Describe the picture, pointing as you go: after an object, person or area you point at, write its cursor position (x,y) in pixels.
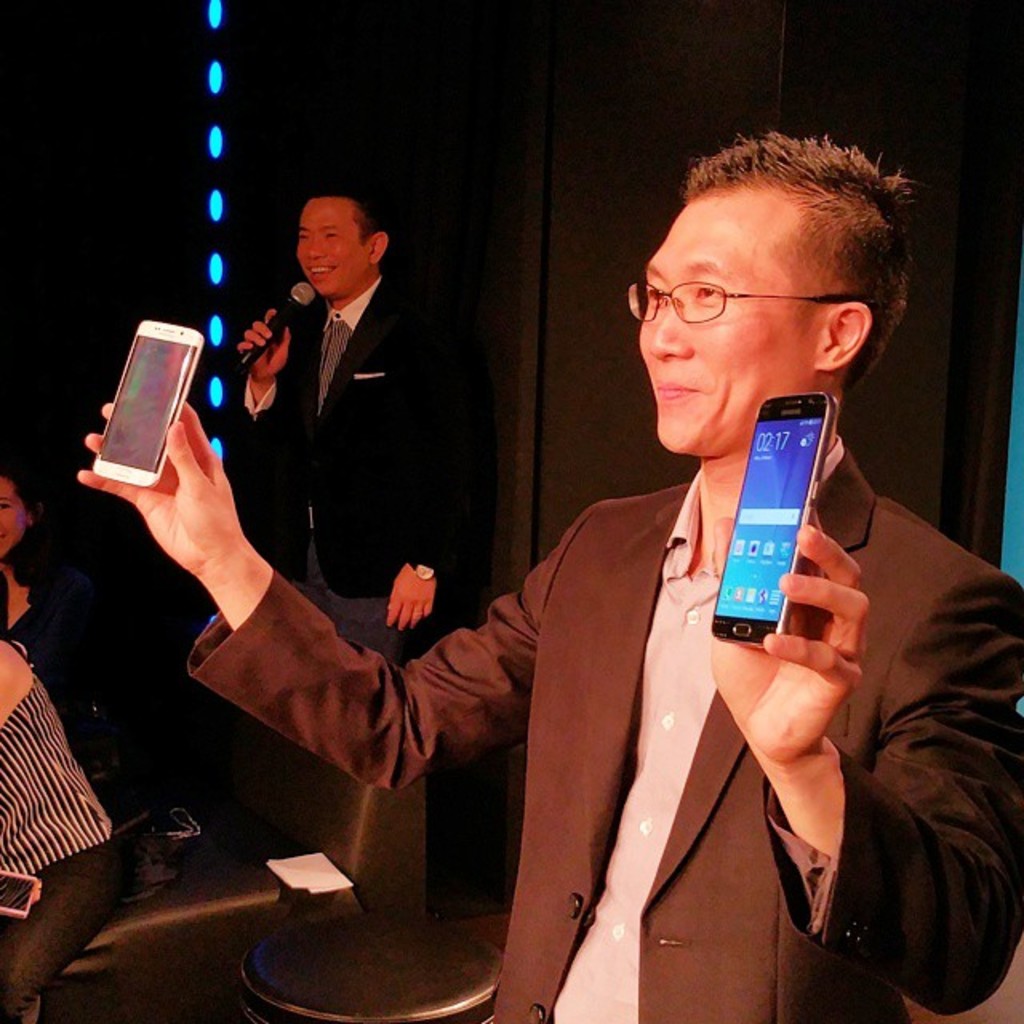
In this image, In the right side (800,831) there is a man (606,683) standing and he is holding mobiles (738,582) in his hands (800,831), In the middle (350,529) there is a man (383,460) who is wearing a black coat (352,395) he is holding a microphone (289,306) he is smiling, In the left side (38,807) there are some persons (36,793) sitting on the chairs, In the background (121,144) there is a black curtain (538,103).
